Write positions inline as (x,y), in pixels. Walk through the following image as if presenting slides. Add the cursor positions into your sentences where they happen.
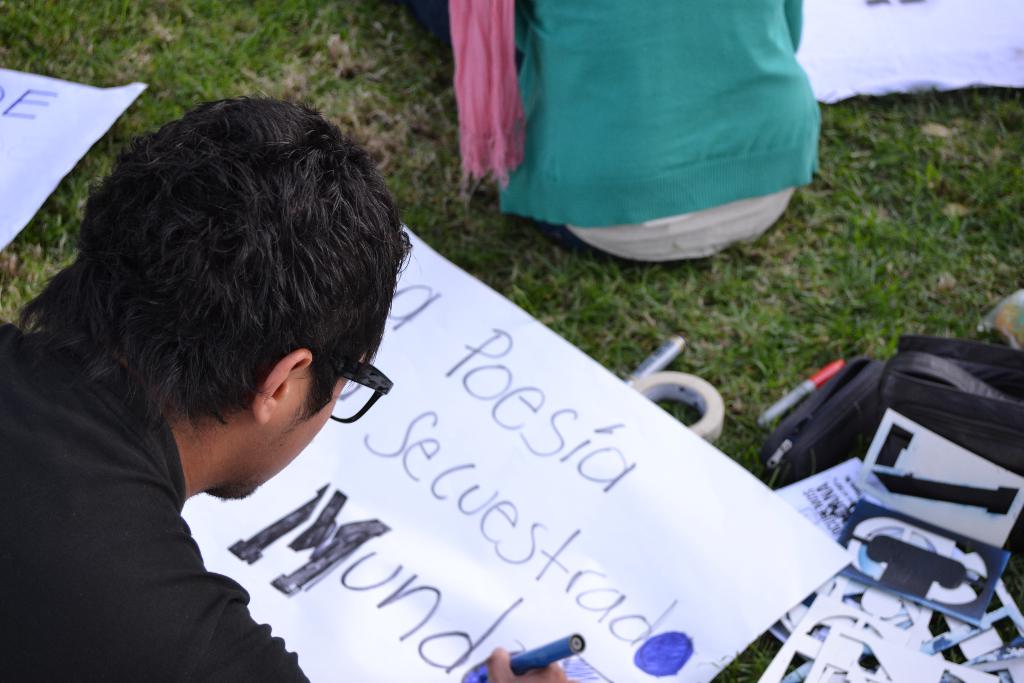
In this picture we can see some people (147,657) are sitting on the grass (737,345) and writing on the charts (393,589).
